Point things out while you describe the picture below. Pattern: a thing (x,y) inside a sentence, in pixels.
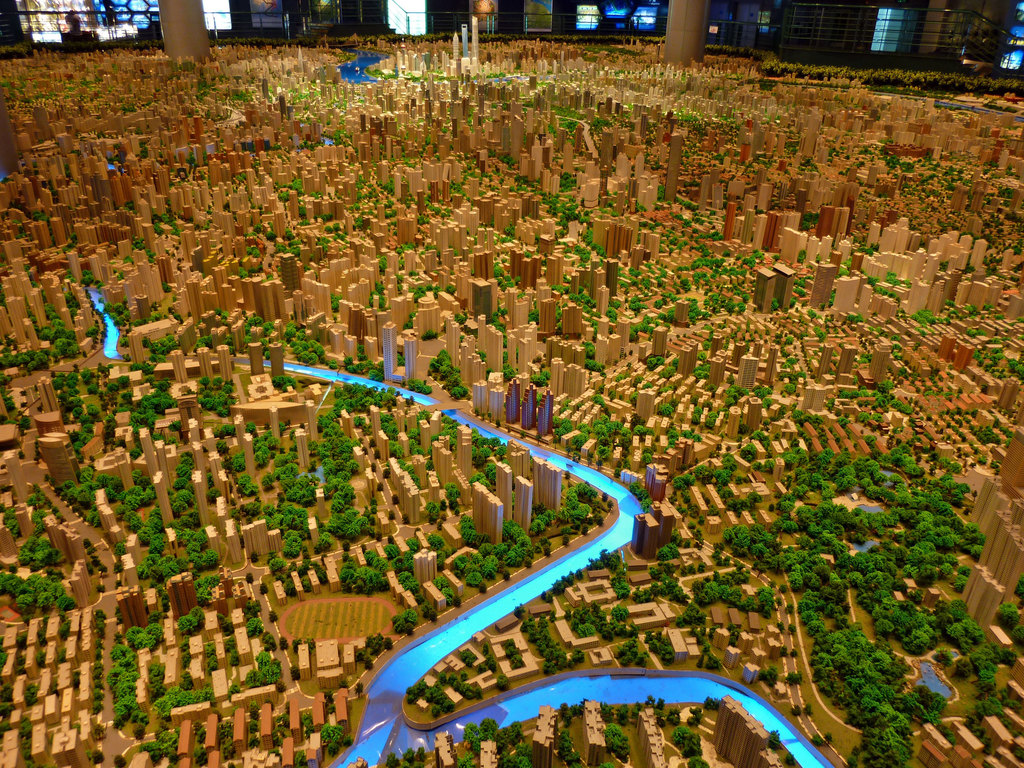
This is the picture of a miniature (587,452). In this image there are buildings (185,198), trees (314,493) and there is water (385,676). At the back (676,8) there are pillars (684,22) and there is a person (69,37) standing. There is a railing (797,42).
